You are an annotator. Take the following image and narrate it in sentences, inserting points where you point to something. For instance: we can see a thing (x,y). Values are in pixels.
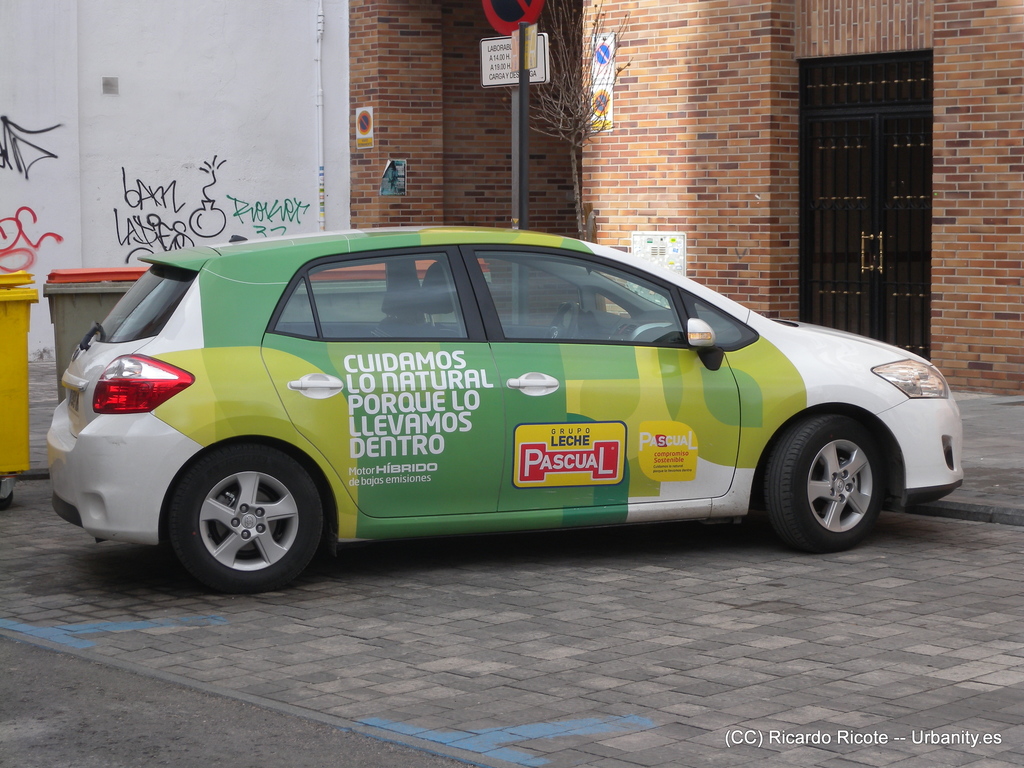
In this image, we can see a vehicle (527,286). We can see the ground (111,701) with some objects (61,309). We can also see some poles (515,160). We can see a signboard (504,14) and a board (511,57) with some text (498,55). We can see the wall (616,175) with some posters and doors (830,82). We can also see some text (146,190) on the wall (118,160).
